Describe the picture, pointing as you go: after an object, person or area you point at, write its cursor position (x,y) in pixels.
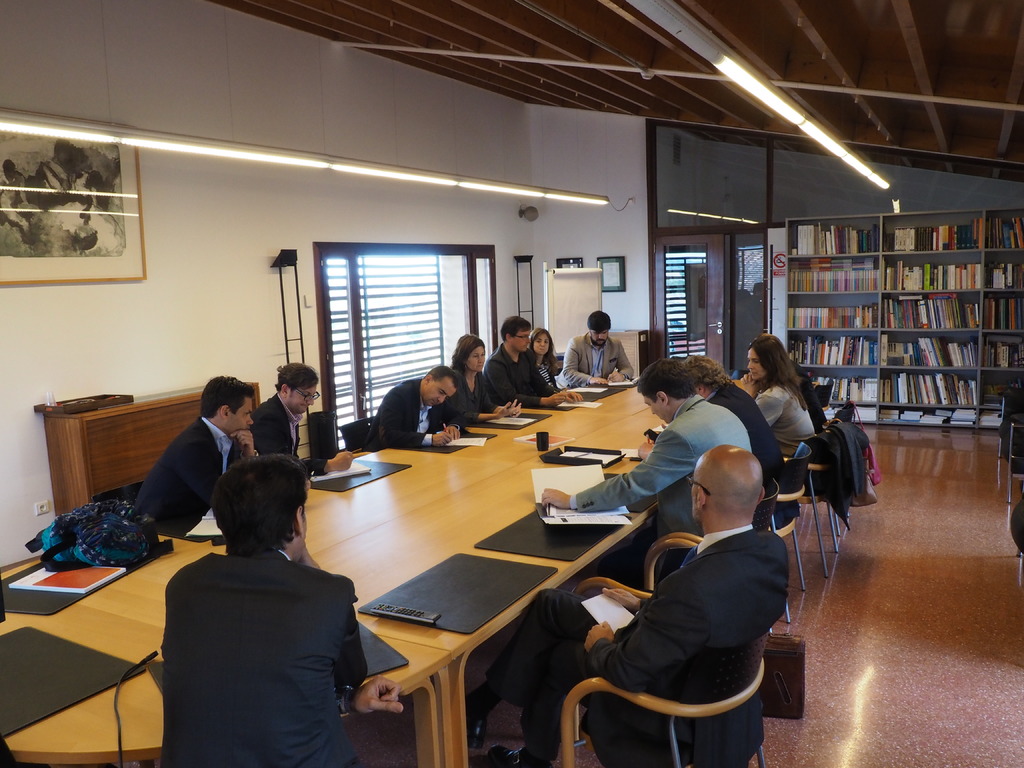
A group of people (775,380) are sitting around the table (156,735). At the top (762,97) there is a light (776,101) in the middle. There are books (822,265) in the shelf (835,291).
